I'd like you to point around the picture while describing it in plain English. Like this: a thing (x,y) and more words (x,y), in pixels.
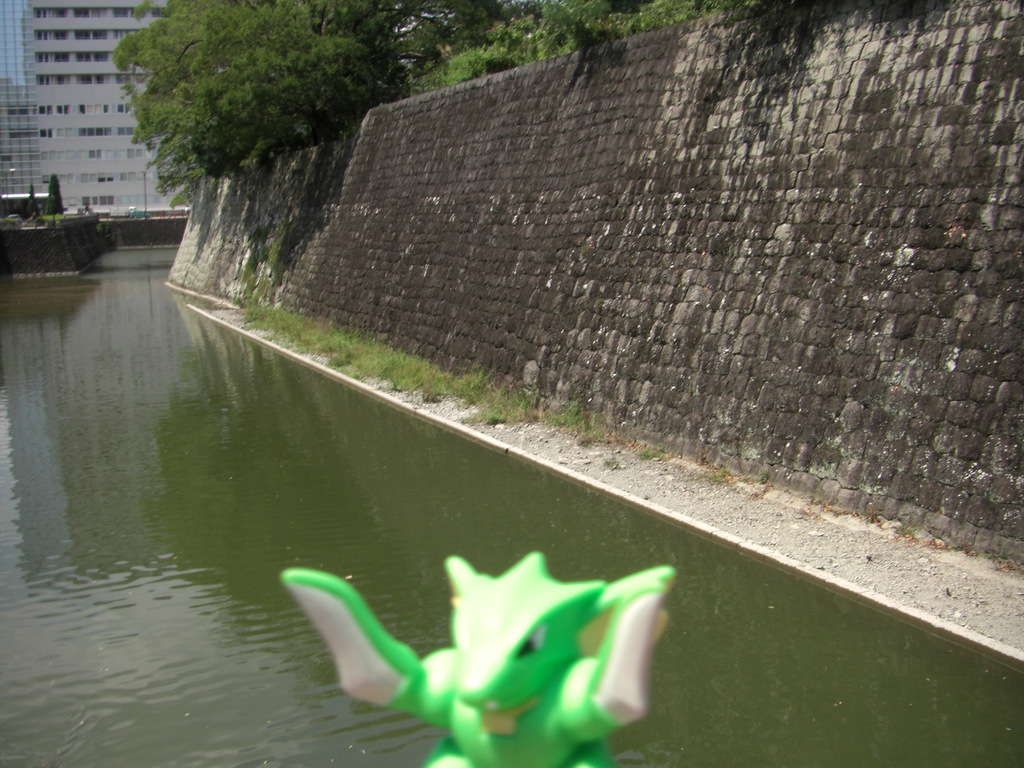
At the bottom of the picture (494,662), we see a toy (451,693) in green color. Behind that, we see water (233,467) and this water (177,450) might be in the canal (145,378). On the right side (884,336), we see grass (495,408) and a wall (614,266). Beside that, there are trees (389,38). There are trees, poles (144,204) and buildings (52,130) in the background (60,156).
